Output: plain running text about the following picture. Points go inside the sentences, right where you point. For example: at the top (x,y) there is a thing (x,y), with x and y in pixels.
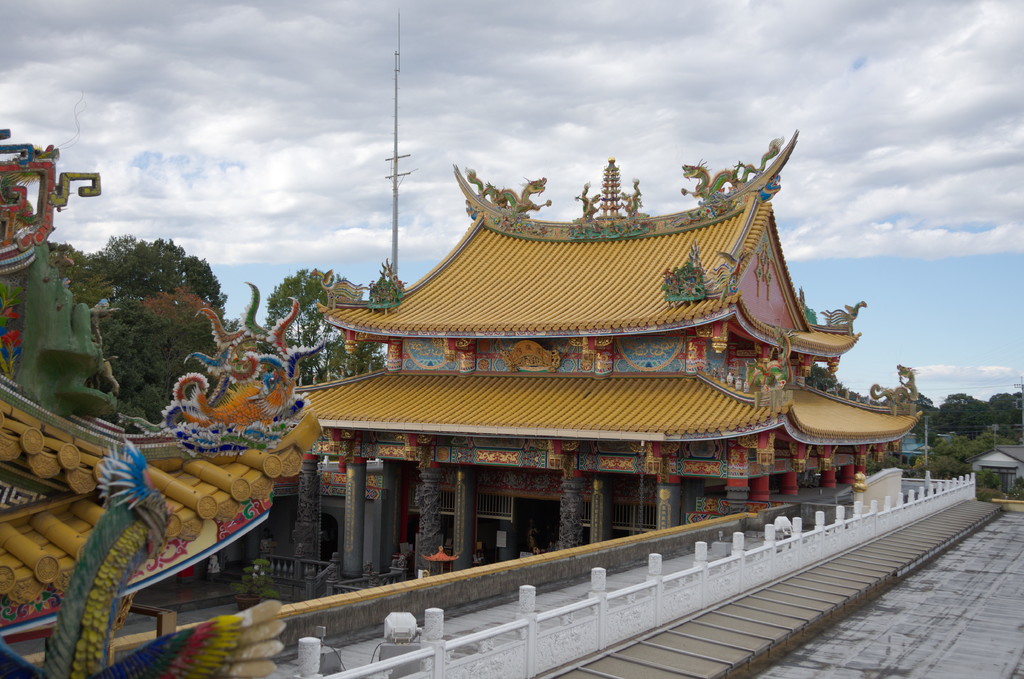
This picture is clicked in the historical place (631,520). At the bottom of the picture (800,602), we see a road (945,625) and a white railing (526,645). Beside that, we see an historical architecture (506,433). In the background (213,339), we see an electric pole (391,156) and there are many trees (972,448). At the top of the picture (579,127), we see the sky (492,132) and the clouds (313,148).
